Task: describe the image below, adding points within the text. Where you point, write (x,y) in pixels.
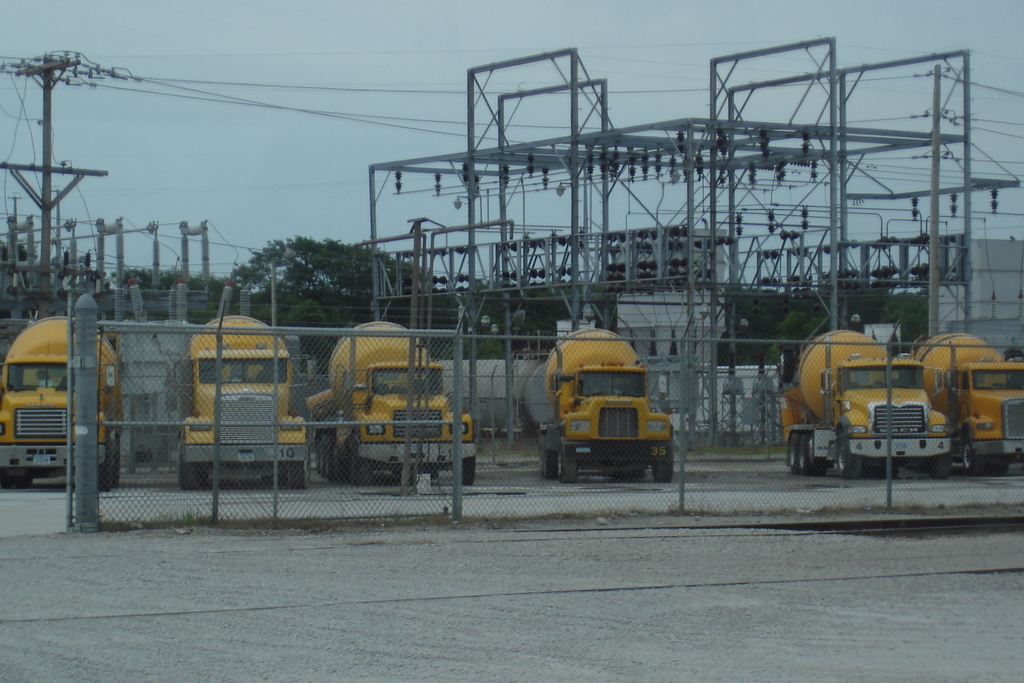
In this image there is the sky (337,119) towards the top of the image (378,48), there are poles (605,138), there are wires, there are trees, there are vehicles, there is a fencing (78,381), there is a road (877,607) towards the bottom of the image (522,617).
